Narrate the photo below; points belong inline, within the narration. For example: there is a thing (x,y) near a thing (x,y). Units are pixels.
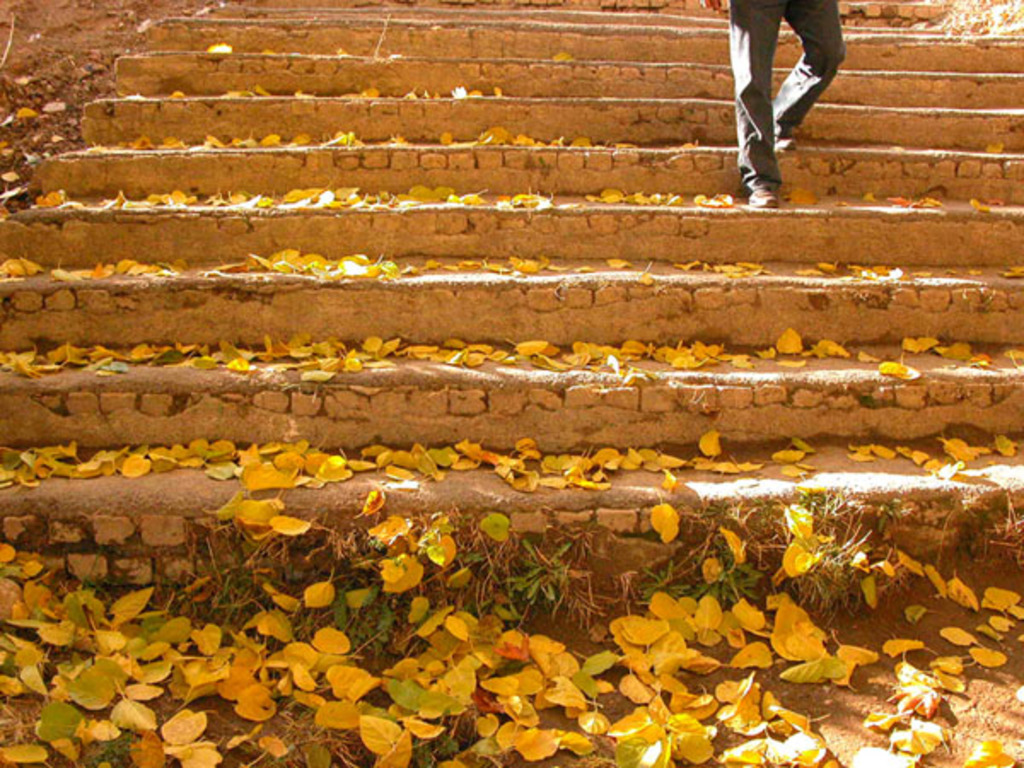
In this image I can see stairs (584,240) and here I can see a person (754,102) is standing. I can also see number of yellow colour leaves (328,377).
